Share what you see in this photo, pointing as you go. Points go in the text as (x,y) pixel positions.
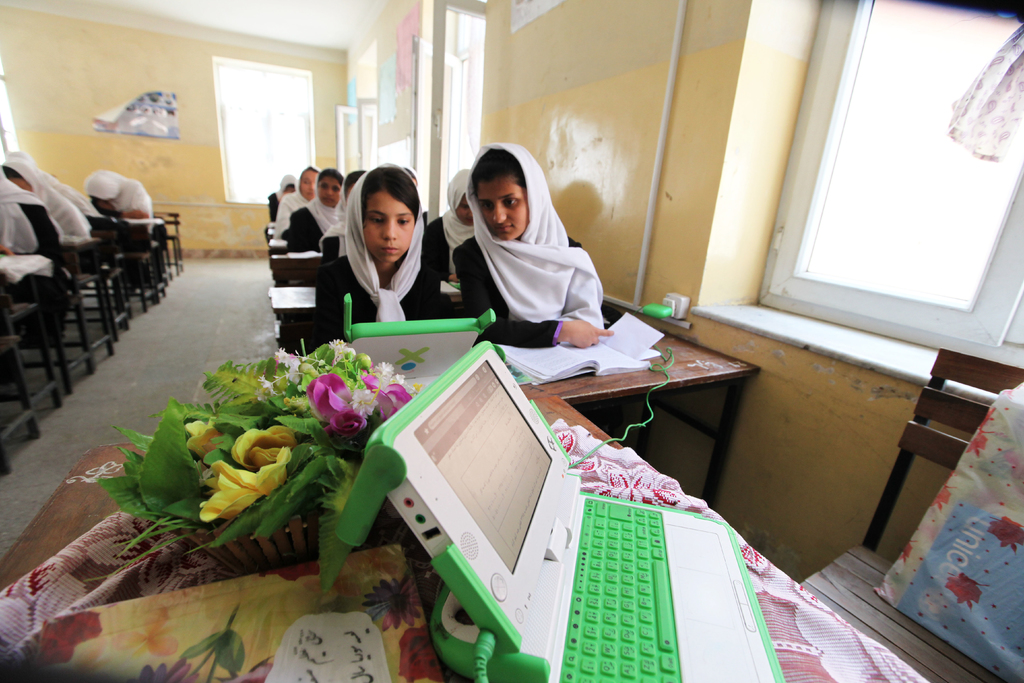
In the image there is a laptop (533,542) on a table (110,463) along with a flower bouquet (287,428) and in the back (341,263) there are many women (295,212) sitting on bench (13,303) with books (539,381) in front of them on desk (645,379) and there are windows (878,317) on the wall (526,123), this is clicked in a classroom (924,585).
